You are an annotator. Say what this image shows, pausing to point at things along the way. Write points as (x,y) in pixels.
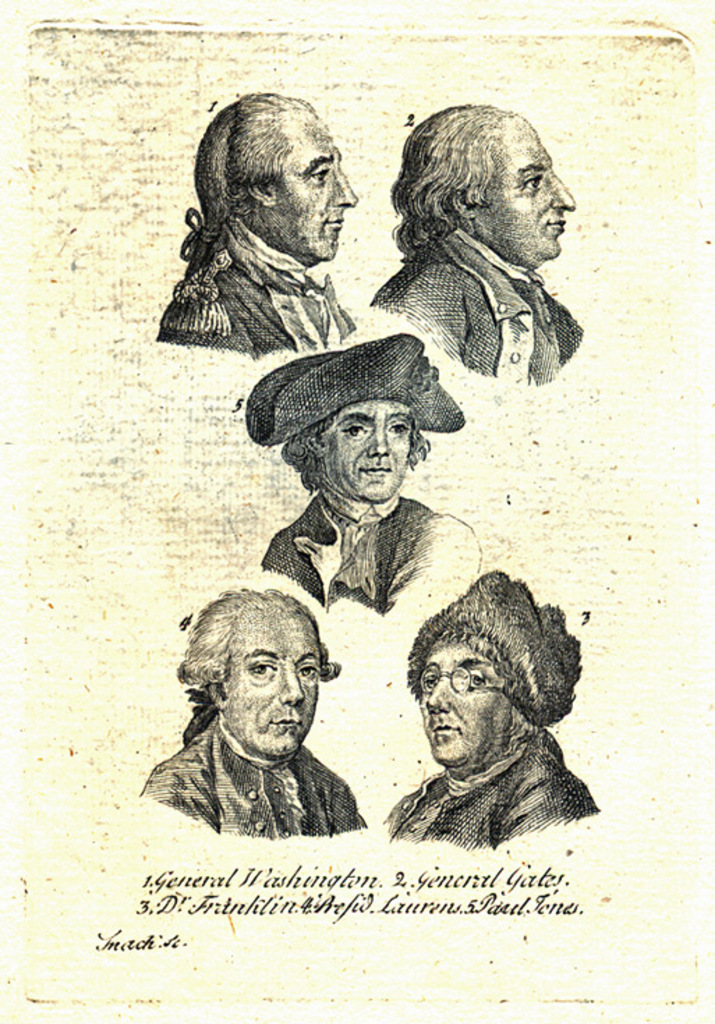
Here we can see five persons pictures (286,337) on a paper (60,943) and at the bottom (435,907) there is a text (133,950) written on it.
